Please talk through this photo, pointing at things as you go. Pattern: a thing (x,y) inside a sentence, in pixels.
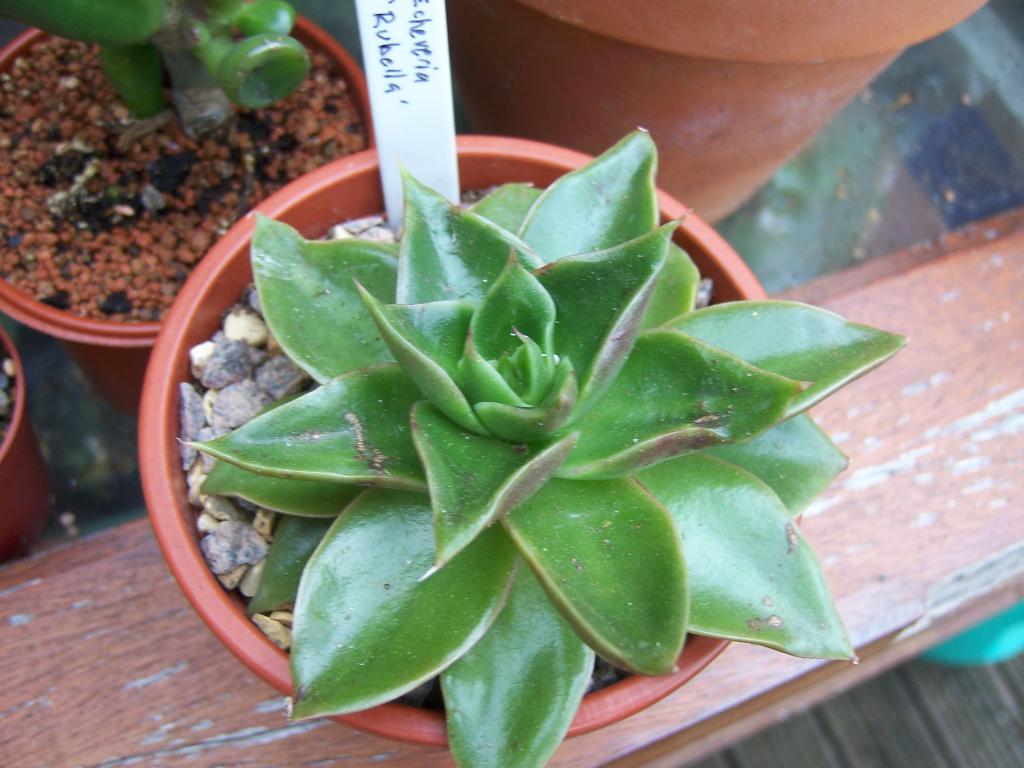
In this image I can see few plants (218,19) in few brown color pots (266,641). I can also see a white color thing (420,156) over here and on it I can see something is written.
